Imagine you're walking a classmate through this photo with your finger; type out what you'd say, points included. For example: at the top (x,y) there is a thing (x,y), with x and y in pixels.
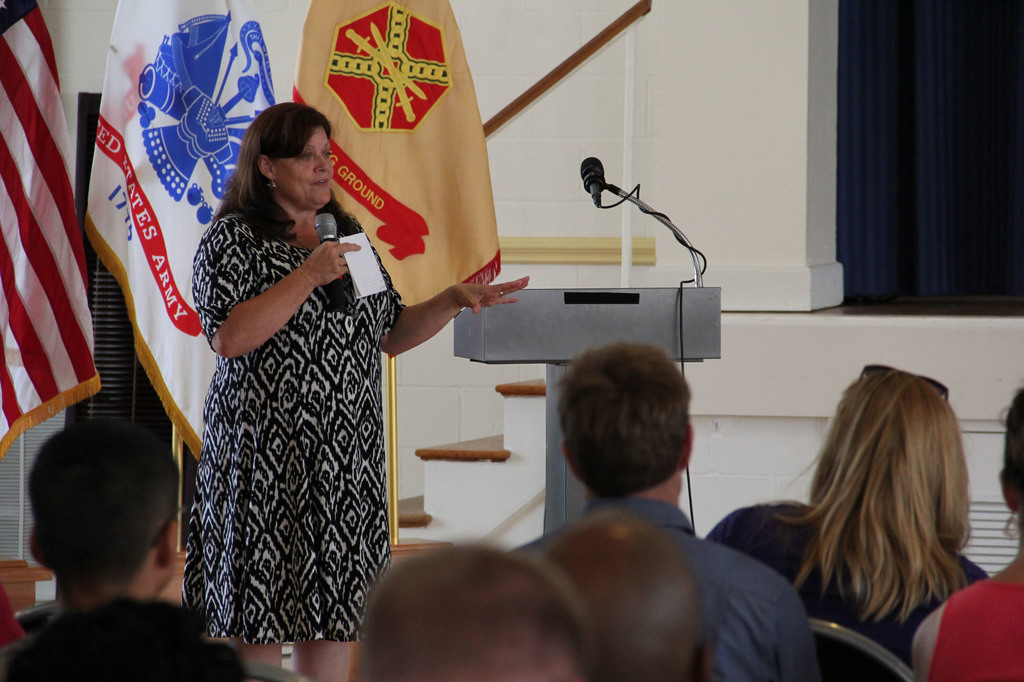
In this picture we can see a woman (349,218) who is holding a mike (338,292) with her hand (331,267). And here we can see some persons (689,571) sitting on the chairs (855,652). This is mike (604,183) and there is a flag (106,121).
